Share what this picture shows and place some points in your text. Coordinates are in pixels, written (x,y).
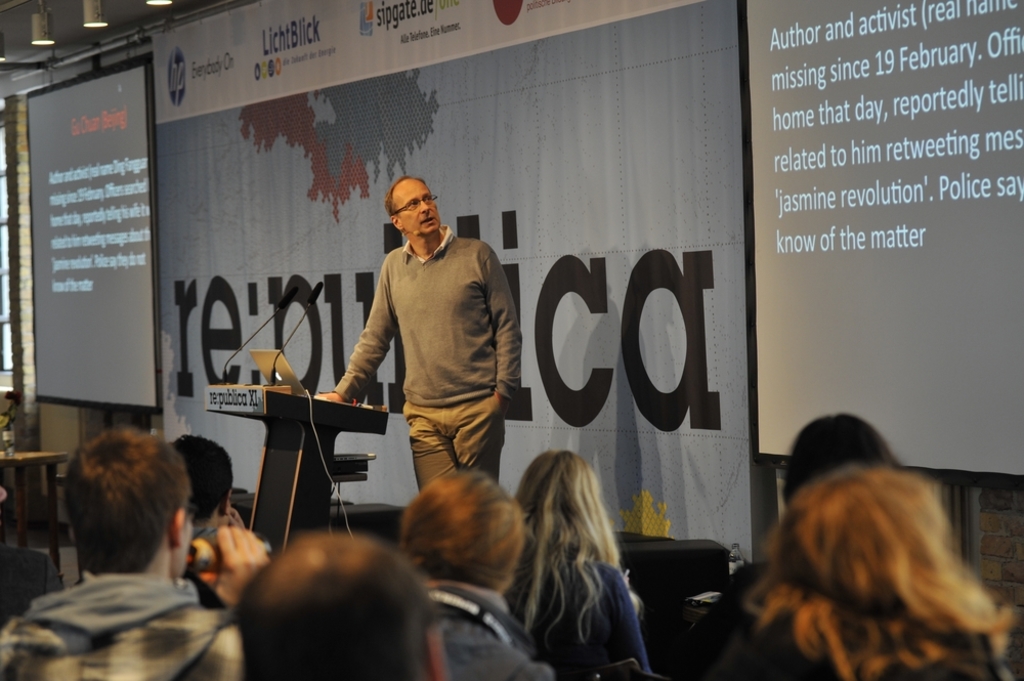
As we can see in the image there are screens (132,230), lights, table (1,461), mics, laptop (280,382) and group of people (262,557).
